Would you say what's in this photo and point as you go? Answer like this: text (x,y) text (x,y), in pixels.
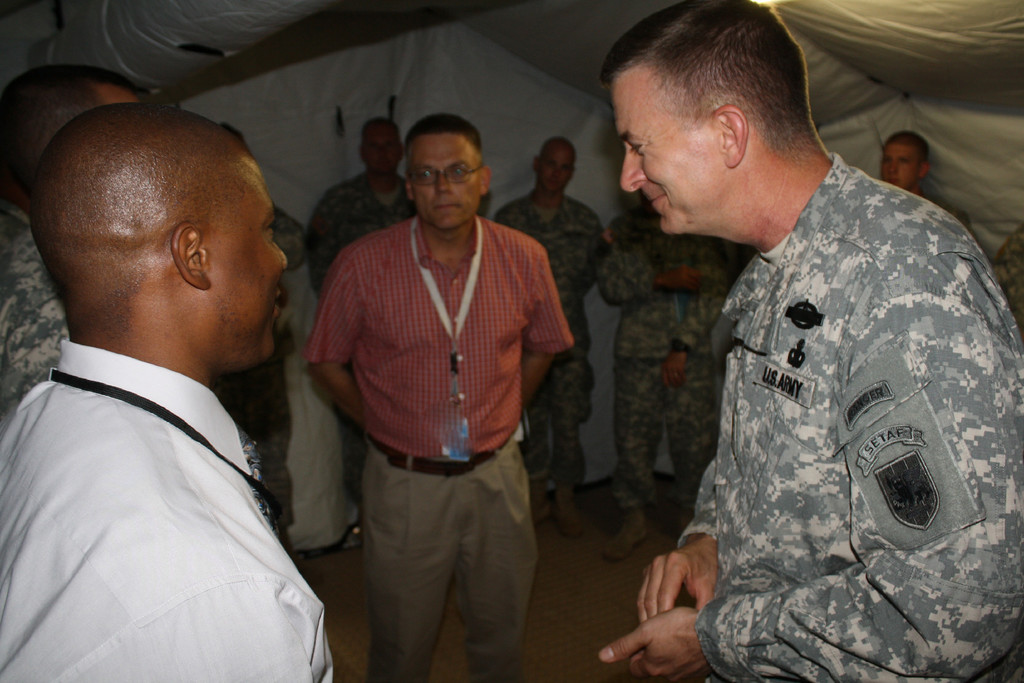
This picture is taken inside the room (594,62). In this image, we can see a group of people (785,635) standing. At the top (585,60), we can see a tent (964,48).
